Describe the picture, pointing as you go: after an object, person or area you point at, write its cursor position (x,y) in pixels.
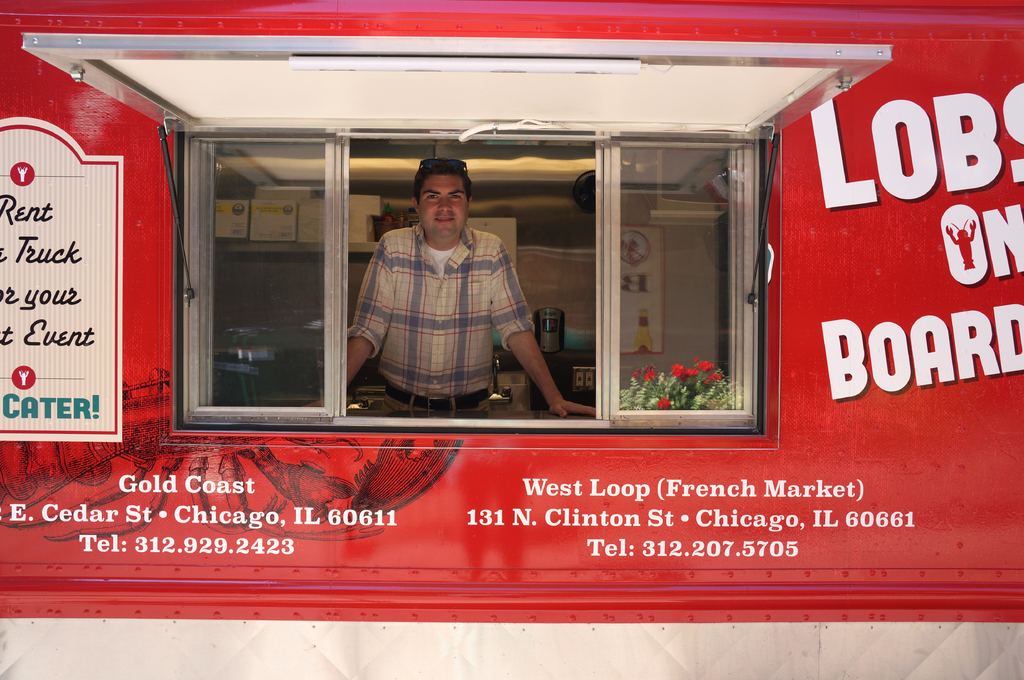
In this image I can see a person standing in front of the window (257,252) and person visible inside of truck (724,202) and in the backside of the window (725,340) I can see flowers (709,378) and I can see a red color wall (482,547) and on the wall (580,551) I can see text (964,163).
